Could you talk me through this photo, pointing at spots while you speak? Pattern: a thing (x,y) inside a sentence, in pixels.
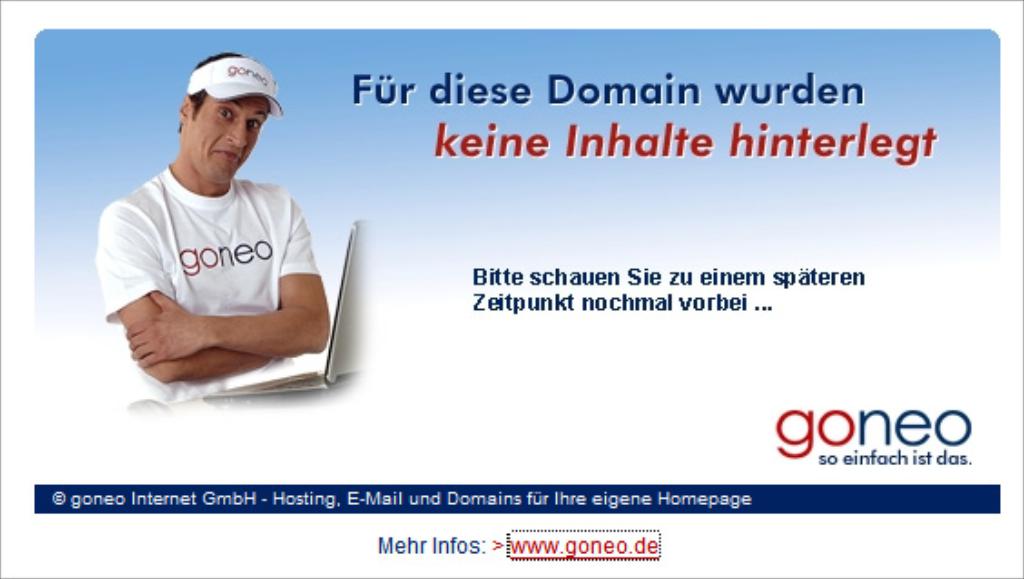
In this image I can see the screenshot of the person (151,312) wearing the white color dress (131,261) and cap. I can see something is written on it.
